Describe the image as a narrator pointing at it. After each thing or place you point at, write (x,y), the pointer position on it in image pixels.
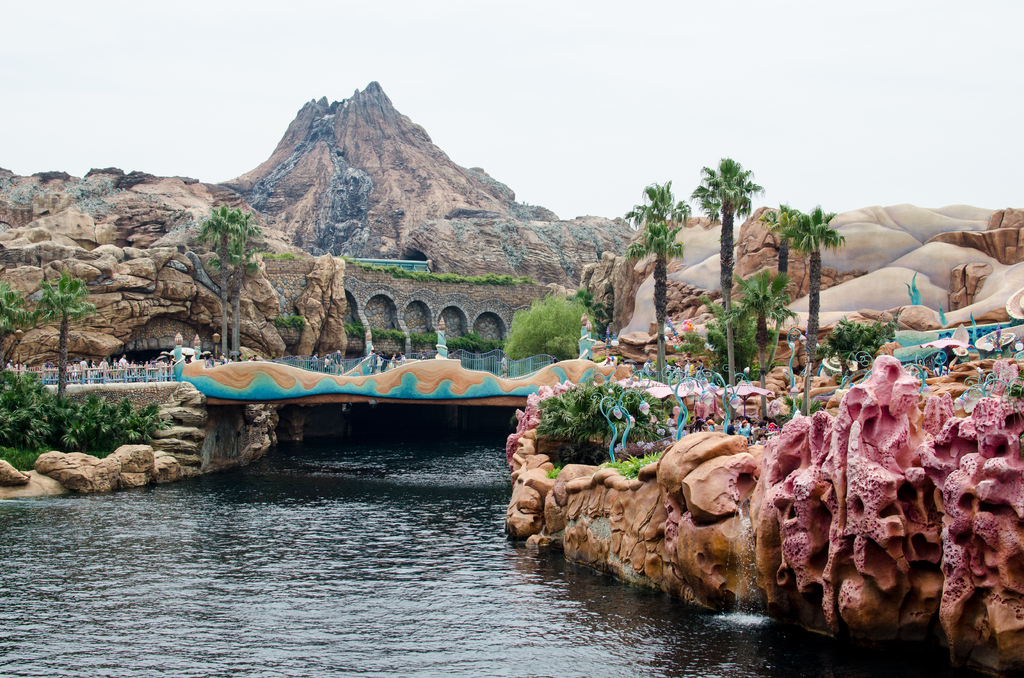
In this image I can see few trees (781,323), bridge (292,381), water (229,587), sky (453,108), rock (242,201) and few colorful rocks (958,574).
